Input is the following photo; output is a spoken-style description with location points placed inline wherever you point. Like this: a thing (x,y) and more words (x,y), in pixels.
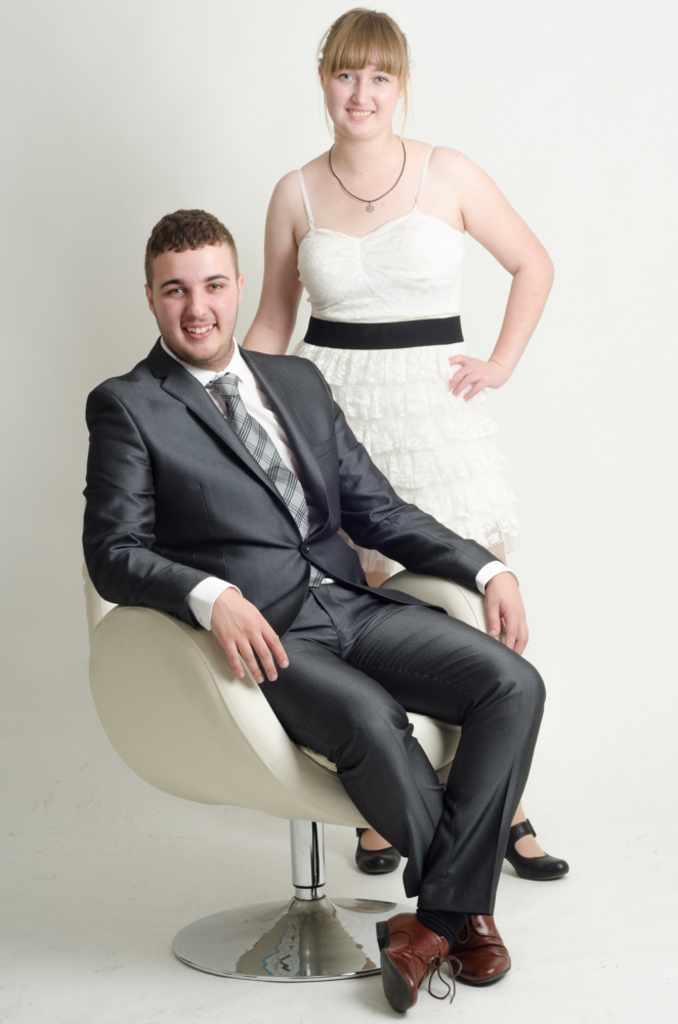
A couple (224,510) are smiling to a camera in which woman (345,86) is standing and the man (333,438) is sitting in a chair (294,777).
